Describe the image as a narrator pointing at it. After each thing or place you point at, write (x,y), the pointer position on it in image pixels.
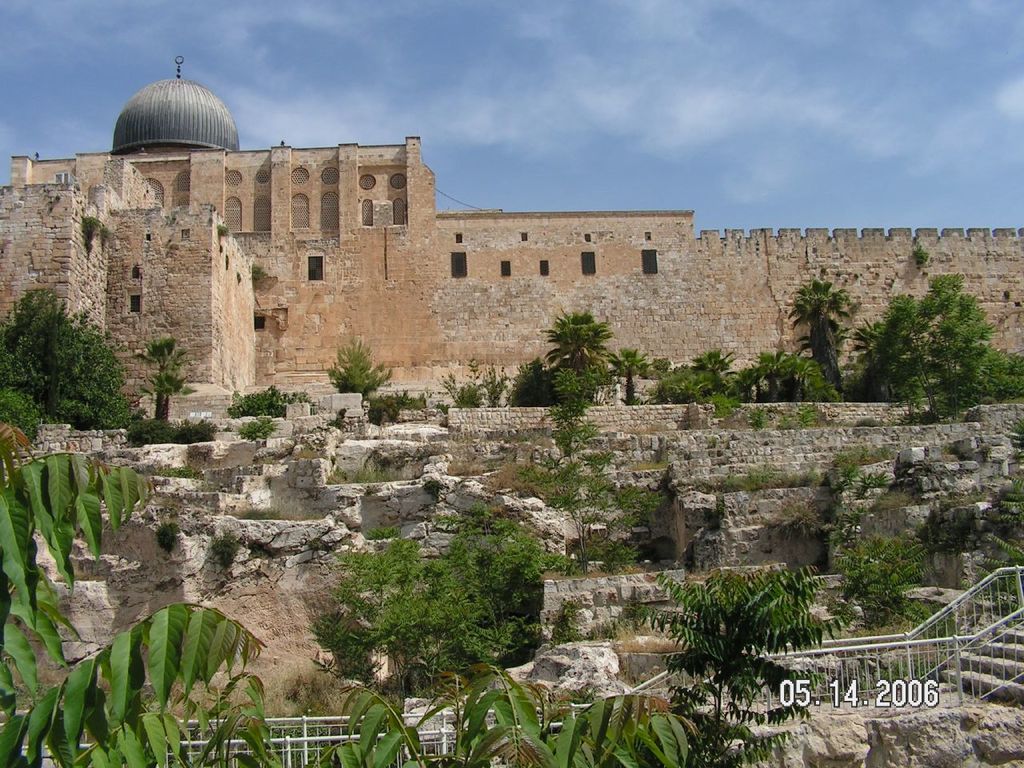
In the background of the image (177,151) there is a stone monument (197,231). There are trees (715,386). There are broken walls (708,501). At the bottom of the image (962,644) there are stairs (1023,647) and staircase railing (970,620). At the top of the image (473,61) there is sky (427,63).
